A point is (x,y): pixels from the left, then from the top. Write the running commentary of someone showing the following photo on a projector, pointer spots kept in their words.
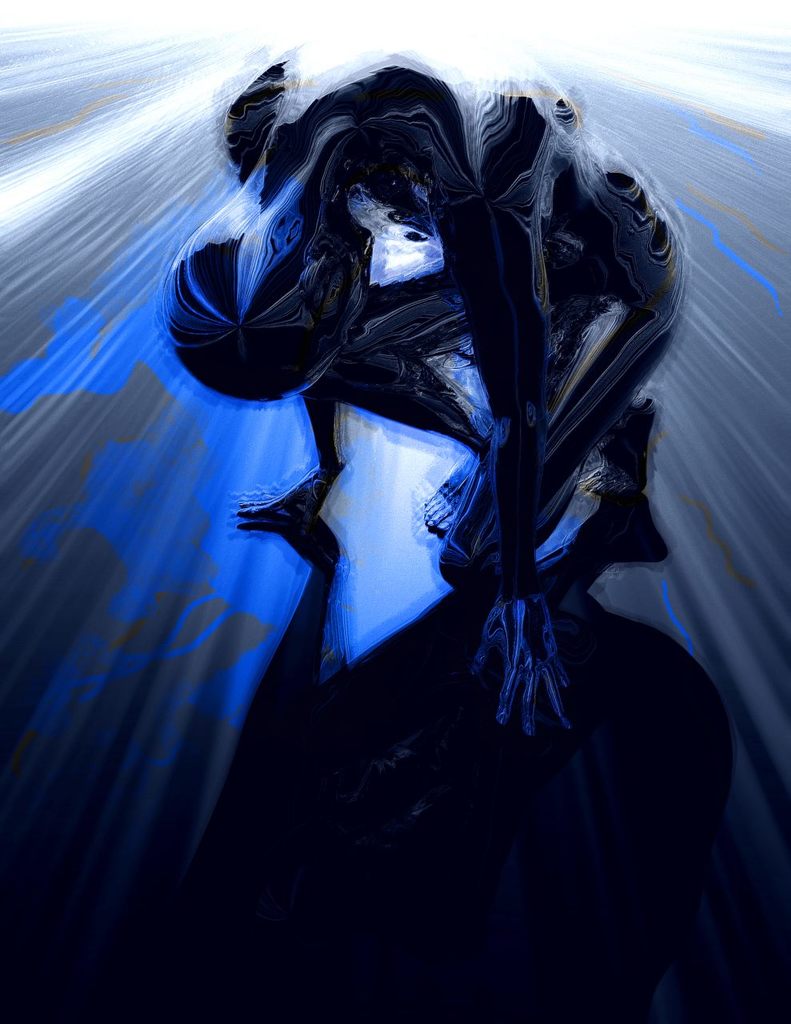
This is an animated image. In the image there is a person (378,302).
